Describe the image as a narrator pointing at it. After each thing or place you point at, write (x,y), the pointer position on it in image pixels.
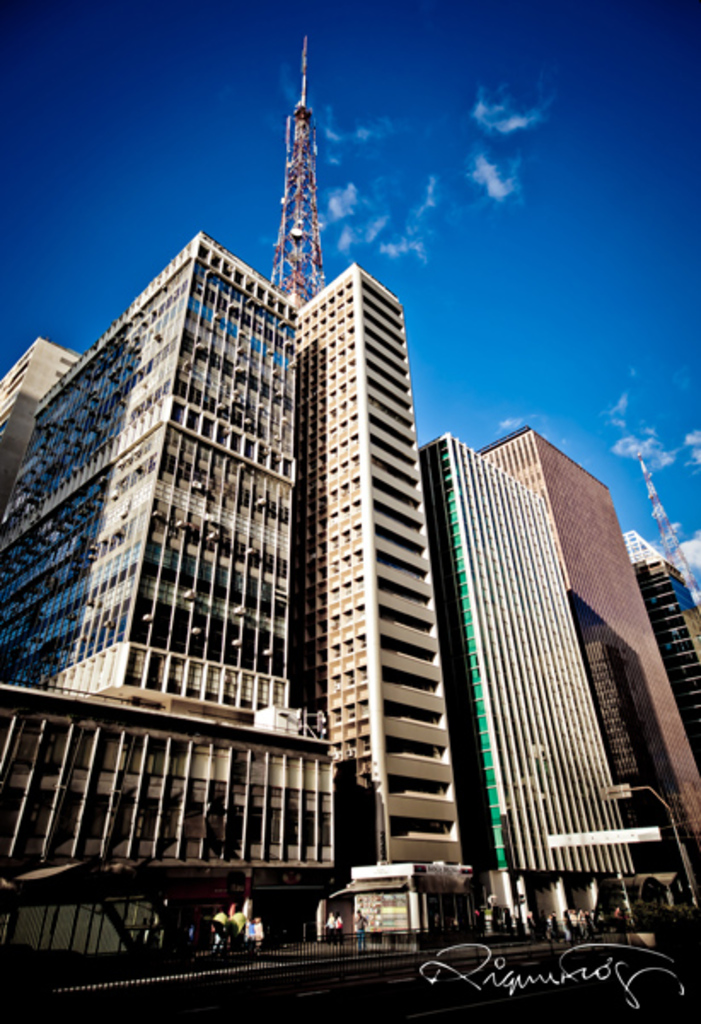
In this image we can see many buildings (183,687). At the bottom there are many people (504,911). Also we can see railing (317,944). In the background (515,172) there is sky (442,159) with clouds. There are towers (297,198) at the top of the buildings (351,283). In the right bottom corner (517,976) there is text (517,976).
